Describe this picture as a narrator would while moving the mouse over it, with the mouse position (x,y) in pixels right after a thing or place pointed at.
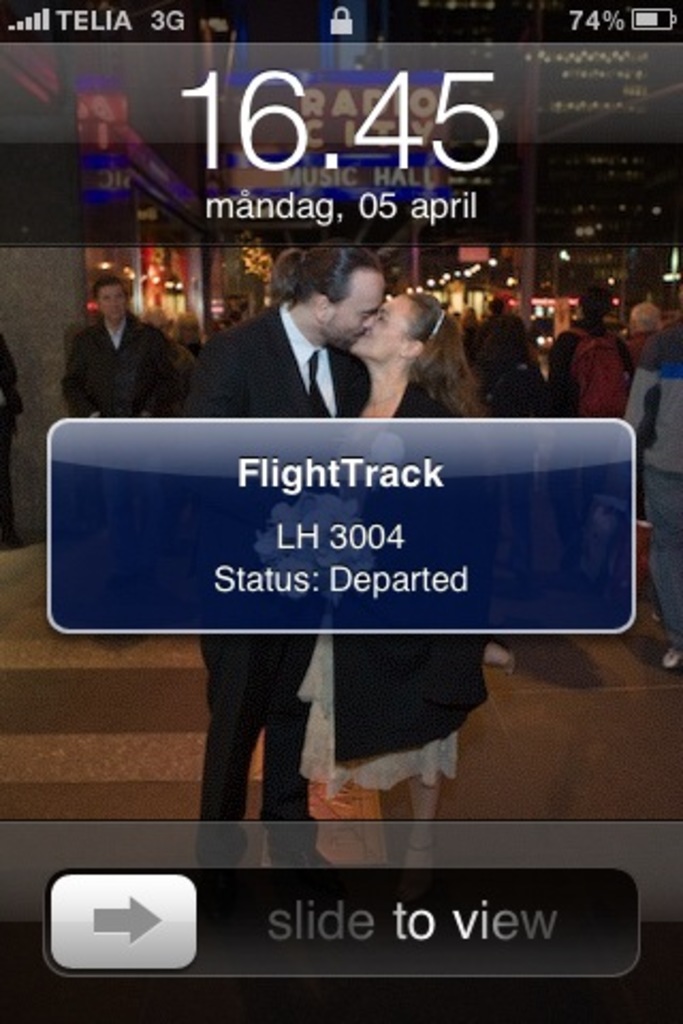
In this image, we can see a lock screen (417,619) of the mobile (377,575). Here we can see the date (467,190), time (336,149), place (330,87), some text (302,584), numerical numbers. Here we can see few people (327,371). A woman (385,375) and man (323,378) are kissing.
